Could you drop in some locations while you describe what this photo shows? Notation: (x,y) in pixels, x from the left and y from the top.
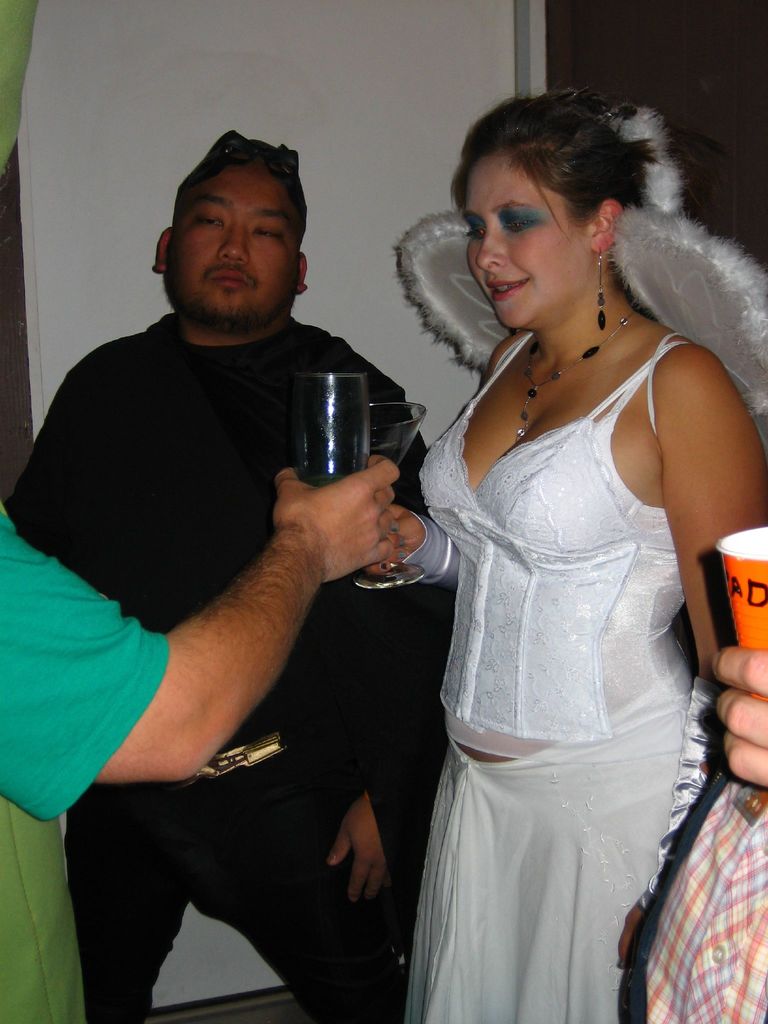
In the image few people (530,188) are standing and holding glasses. Behind them there is wall (436,413).
